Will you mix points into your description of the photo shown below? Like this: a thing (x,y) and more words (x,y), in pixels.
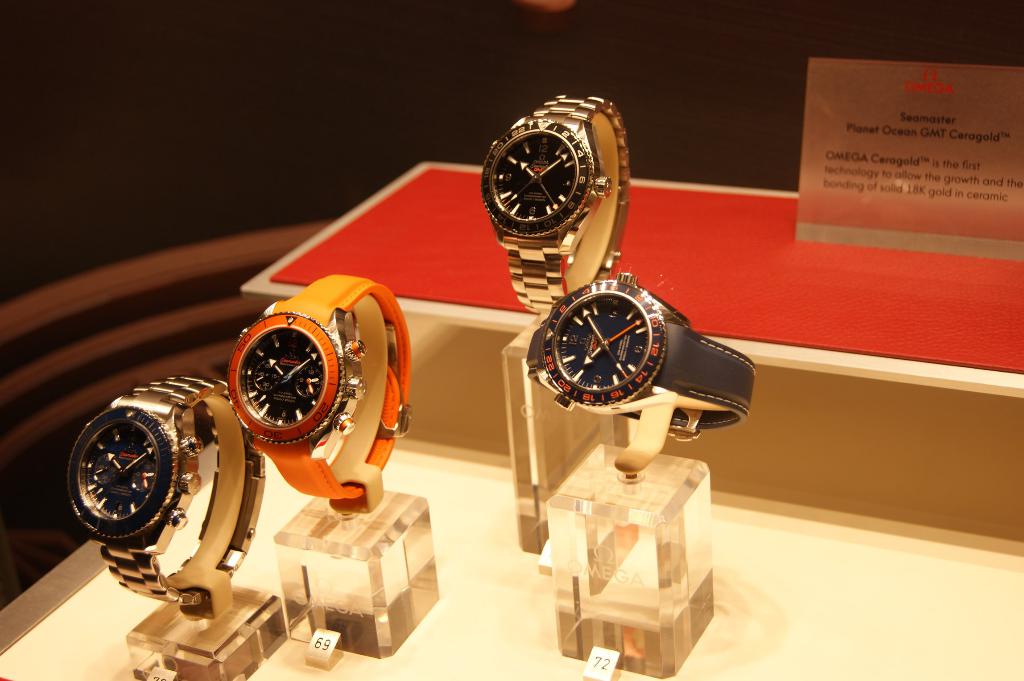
In this image we can see some watches (492,218) on the stands (546,526) which are placed on the table (771,643). We can also see a sheet (919,161) with some text (909,185) on it.
